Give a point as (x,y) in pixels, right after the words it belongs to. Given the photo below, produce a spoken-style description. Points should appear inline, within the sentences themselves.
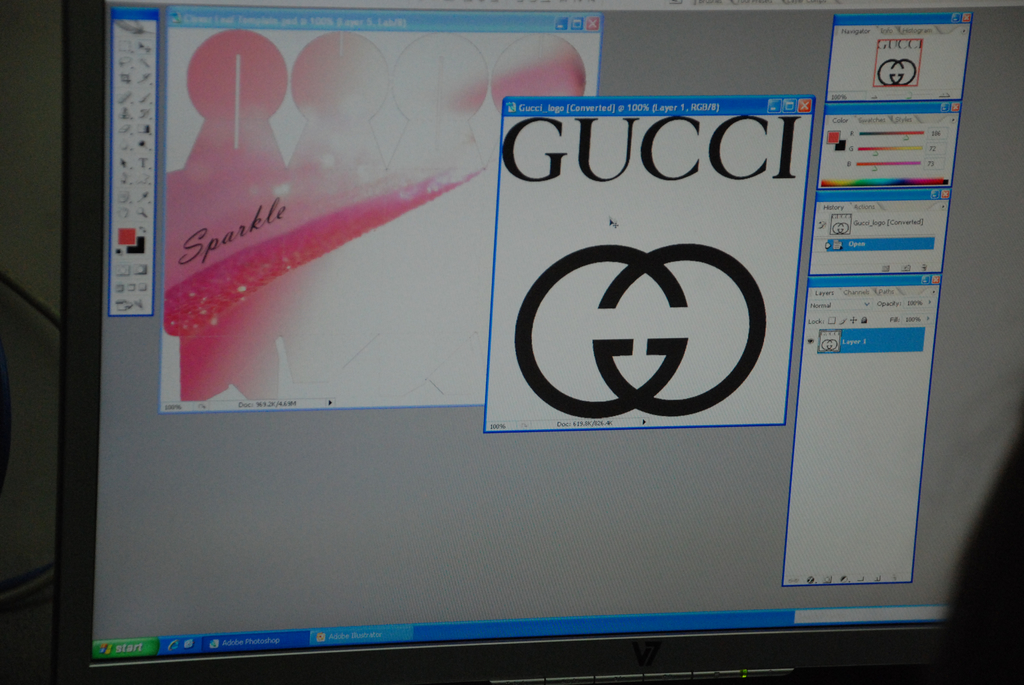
In this picture I can see the monitor (479,460) of the computer (469,321).
